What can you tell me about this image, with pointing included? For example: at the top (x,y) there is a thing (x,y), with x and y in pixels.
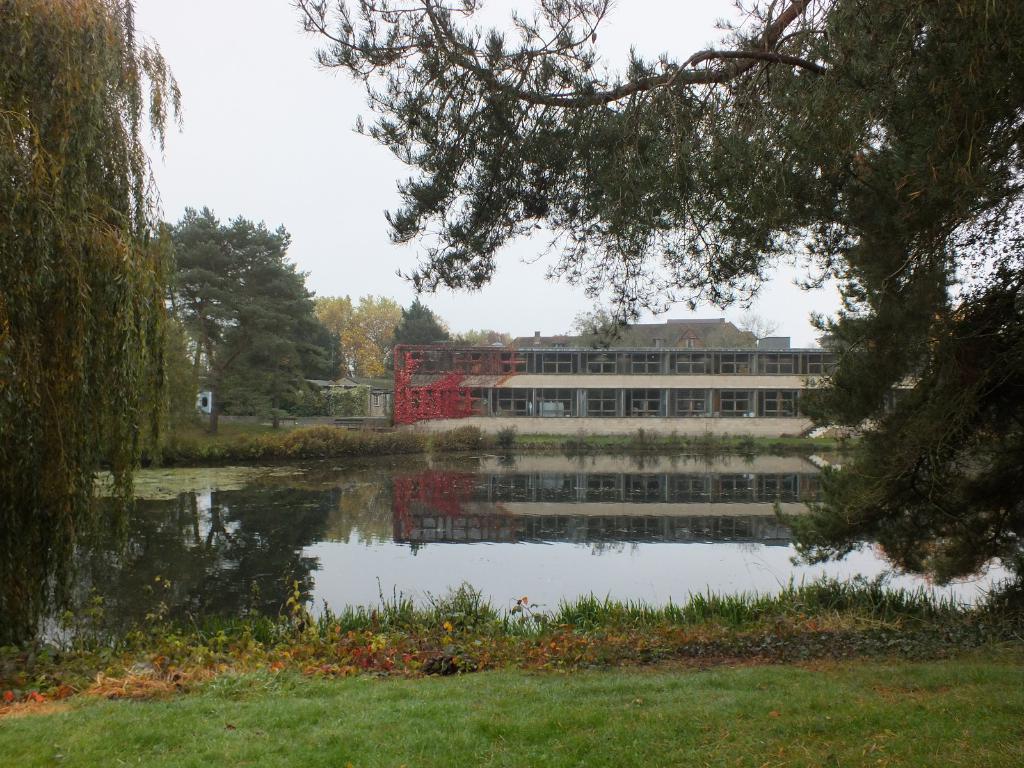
In this image we can see building (622,392), trees (691,135), creepers (415,412), water (596,525), grass (443,728), shredded leaves (623,638) and ground (482,732).
